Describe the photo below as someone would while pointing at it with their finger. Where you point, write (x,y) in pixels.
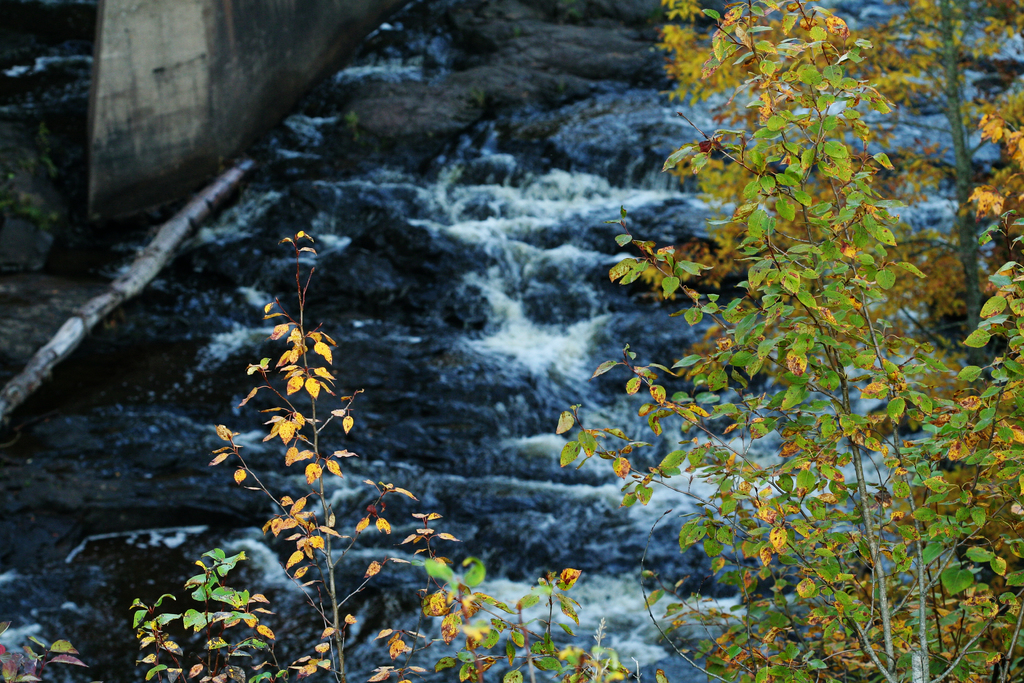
This image consists of water (398,301) flowing on the rocks (418,257). To the right (897,392), there is a small plant (823,471). To the left (168,101), there is a wall (145,121). At the bottom (39,548), there are rocks (111,488).
